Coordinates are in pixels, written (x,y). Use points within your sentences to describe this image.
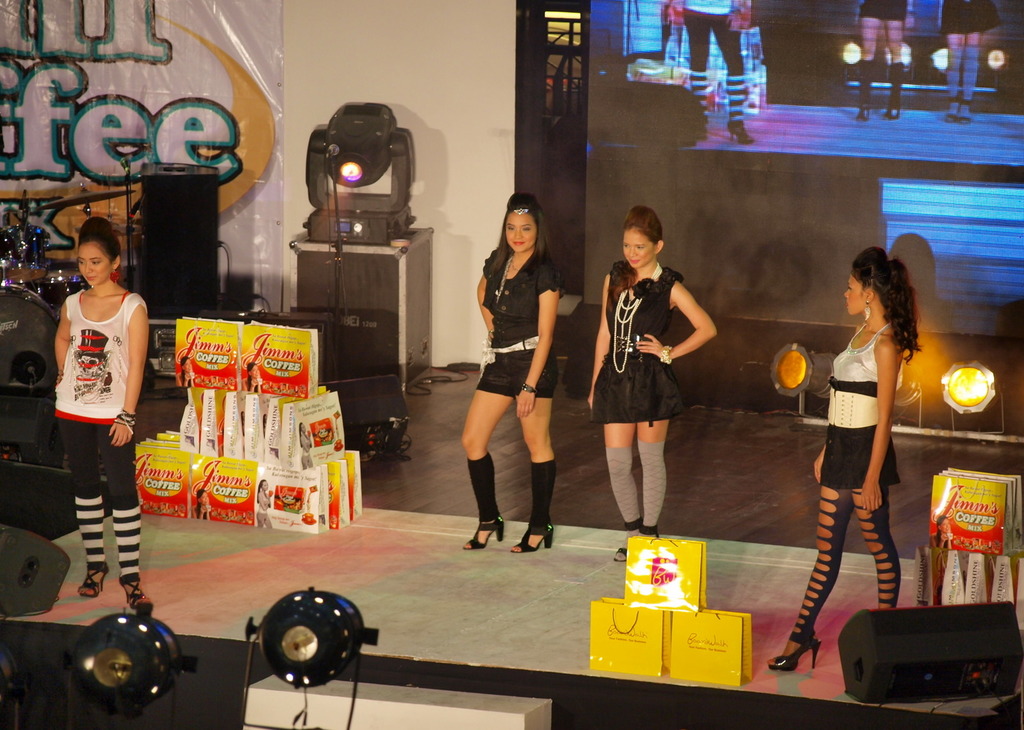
In this image there are four women (527,383) standing, at the bottom (183,567) there is floor (361,602) and at the bottom of the image (192,672) there are some objects (271,637). And in the center of the image (348,443) there are some bags (646,577), objects (282,465), lights (974,398), and in the background (122,254) there are some drums (11,361), speaker (189,235), lights (376,210), screen (606,184), tower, board (27,9). On the board (15,146) there is text (170,121) and wall (494,135).
